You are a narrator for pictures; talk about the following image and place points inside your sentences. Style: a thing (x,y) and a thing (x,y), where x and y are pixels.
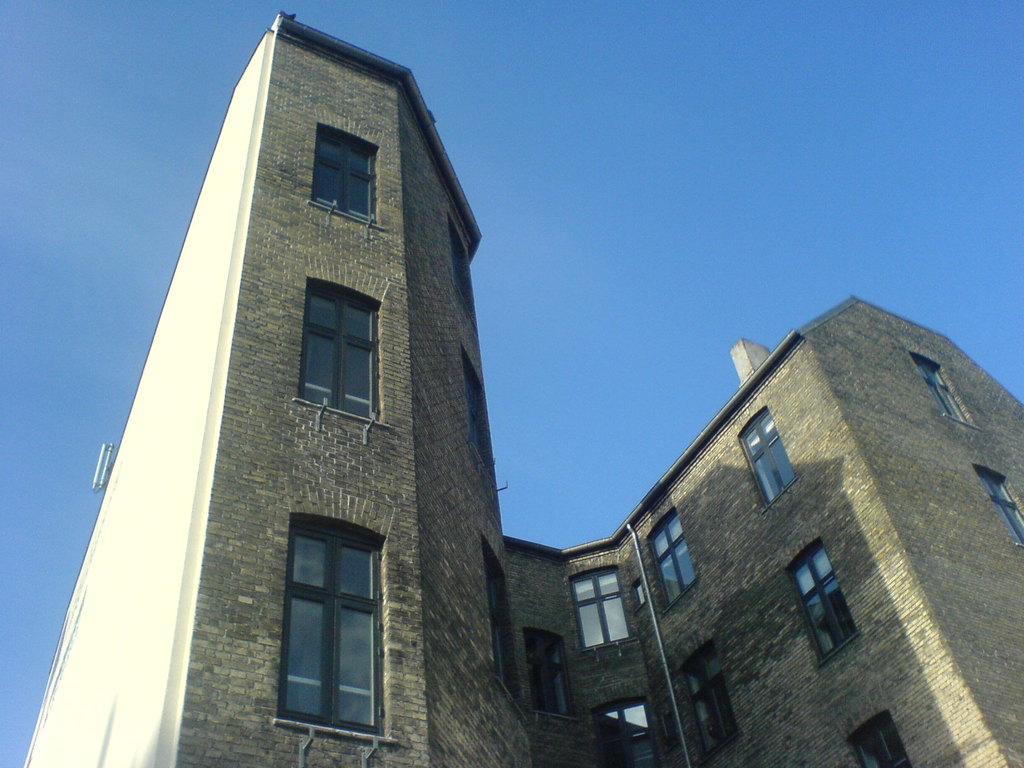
In this picture we can see the building (825,544). On the building (694,521) we can see the windows (994,494). At the top (835,14) there is a sky (708,15).
